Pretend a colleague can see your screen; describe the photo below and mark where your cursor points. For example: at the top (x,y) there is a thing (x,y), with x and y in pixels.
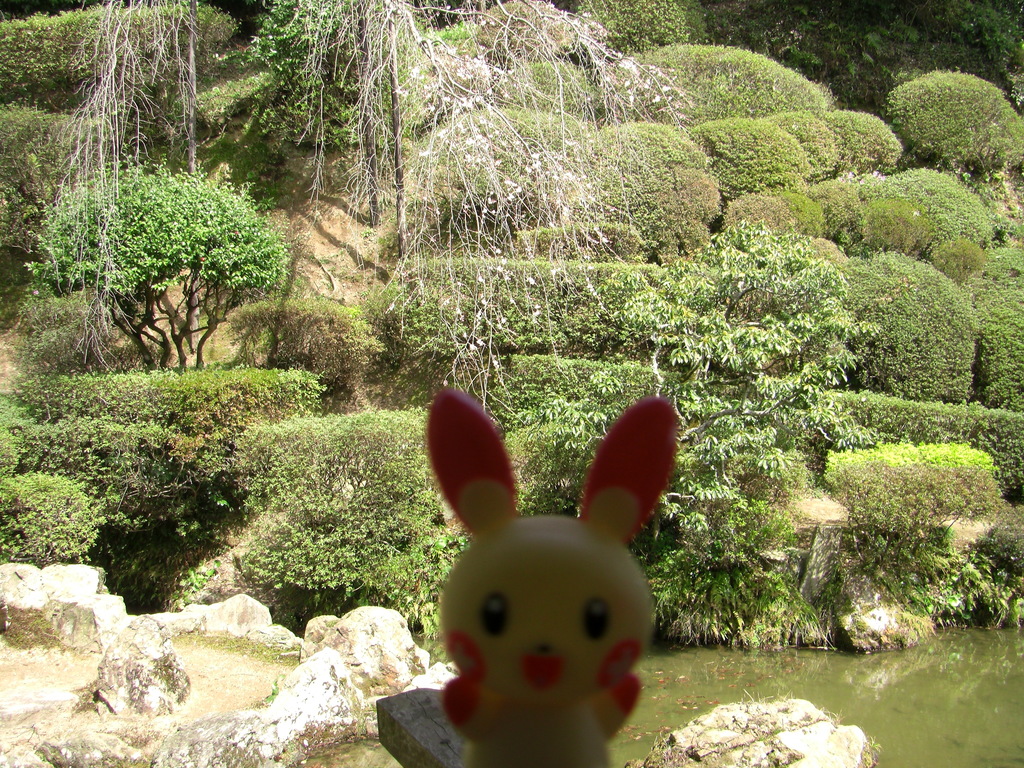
In this picture there is a toy (551,759) in the foreground (566,765). At the back (853,248) there are trees (471,142). At the bottom (144,624) there are stones (331,645) and there is water (911,650).
